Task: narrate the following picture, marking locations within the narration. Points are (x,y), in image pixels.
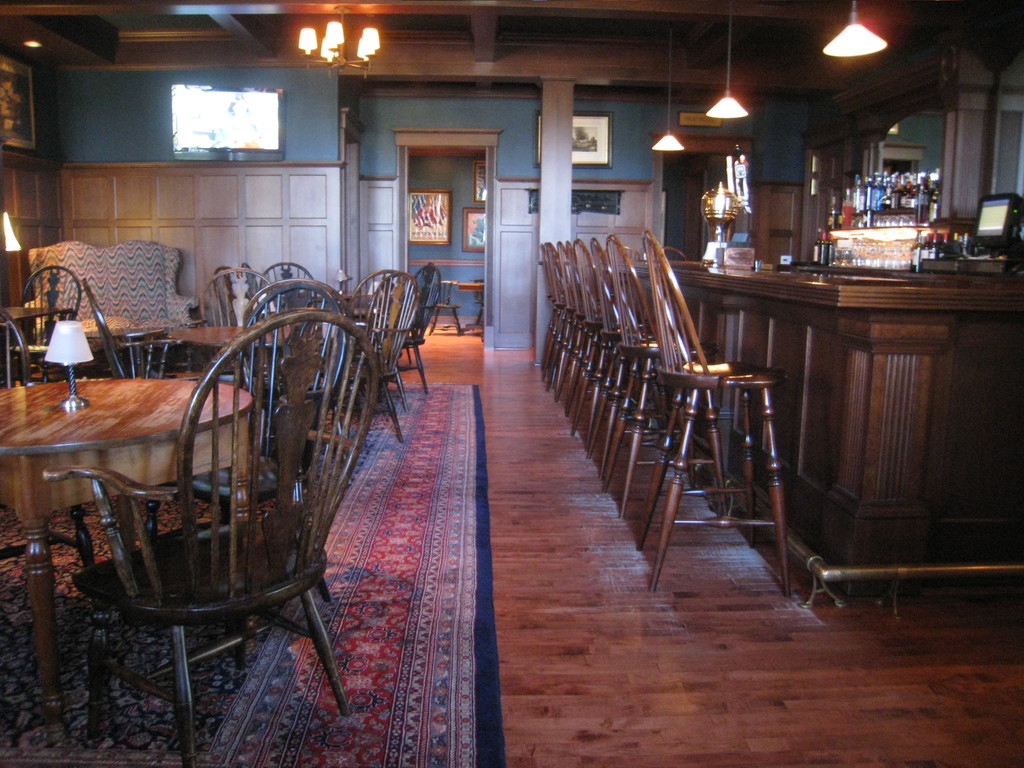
In this image I can see inside view of the building (429,363), on the left side (55,428) I can see tables (71,424), and chairs (144,346) visible in front of the table (55,428) and a cupboard (224,214), on the top of board (210,181) there is a system (279,111) and chandelier (344,35) attached to the roof (319,14) in the middle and there is a entrance gate (438,158) visible in the middle (462,256), through entrance gate (450,219) I can see table (477,287), chair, photo frame (470,241) attached to the wall (420,257) on the right side (931,362) I can see podium (923,281) in front of the podium (763,356) I can see chairs (714,377), on the podium (718,335) I can see system (988,220) and lights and are three lights (854,21) visible at the top (676,121) and I can see the wall (789,164) and beam (563,237) visible in the middle (527,315).
